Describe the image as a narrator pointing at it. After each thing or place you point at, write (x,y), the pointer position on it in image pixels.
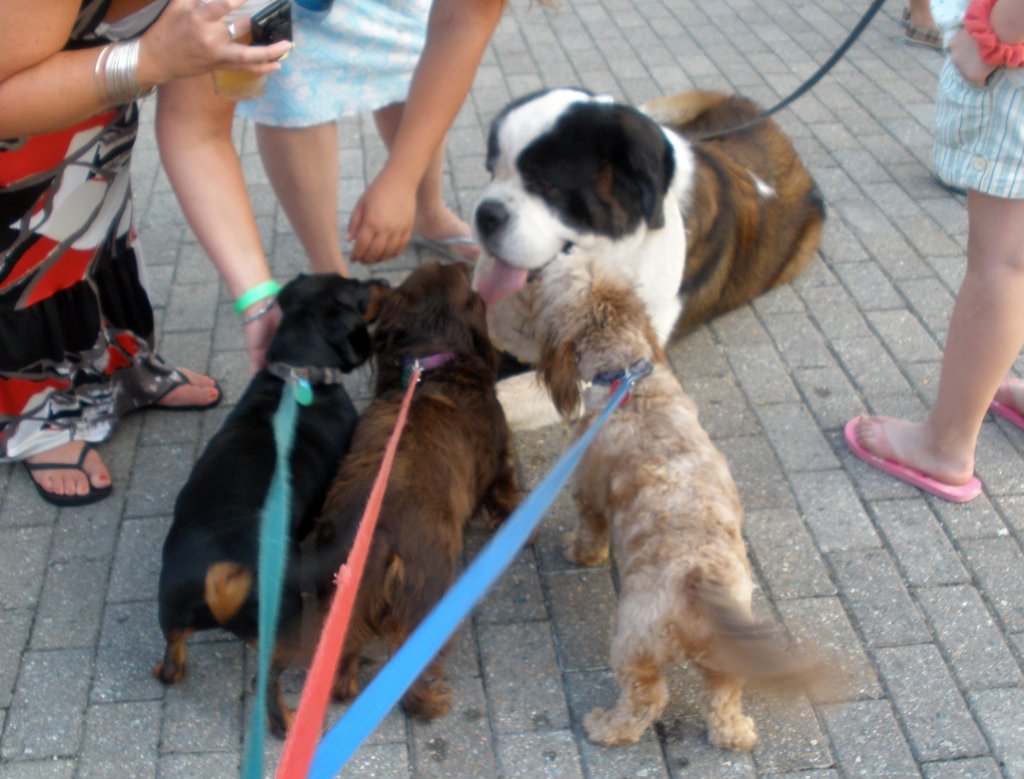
In the center of the image (541,290) we can see some dogs (532,397) are tied with ropes (561,473). At the top of the image (300,144) we can see two ladies (223,147) are standing and a lady (202,75) is holding a mobile (287,12). On the right side of the image (973,211) we can see a person (990,169) is standing and holding a rope (783,106). In the background of the image (868,57) we can see the floor (557,535).
